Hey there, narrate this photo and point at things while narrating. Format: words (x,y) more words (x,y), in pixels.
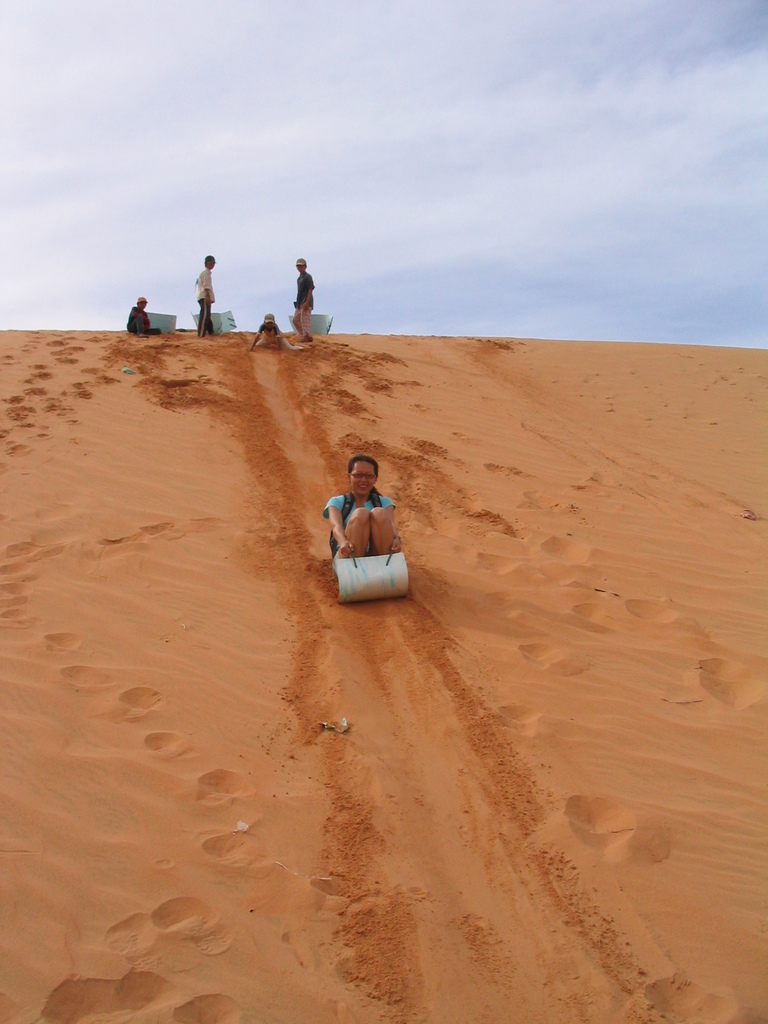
Here we can see a woman (371,528) sitting on the sand (329,573) and holding an object (347,579) in her hands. In the background (373,322) there are two persons (203,316) standing and other two persons (149,327) are sitting on the sand (172,444) and we can also see some objects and clouds (439,192) in the sky (439,192).
